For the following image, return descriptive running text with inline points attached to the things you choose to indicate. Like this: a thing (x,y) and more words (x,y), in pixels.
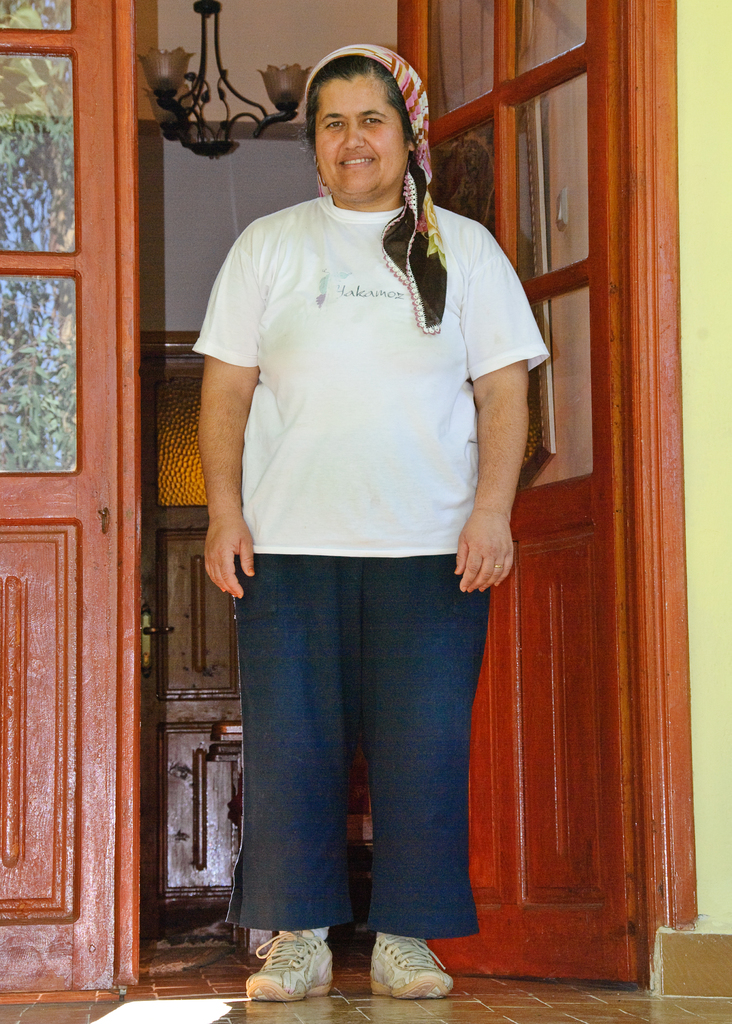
In this image we can see a person (383,614). There is a door (577,754) in the image. We can see some reflections (8,214) on the glasses (37,455) at the left side of the image (46,159). There are few lamps (226,136) in the image.
